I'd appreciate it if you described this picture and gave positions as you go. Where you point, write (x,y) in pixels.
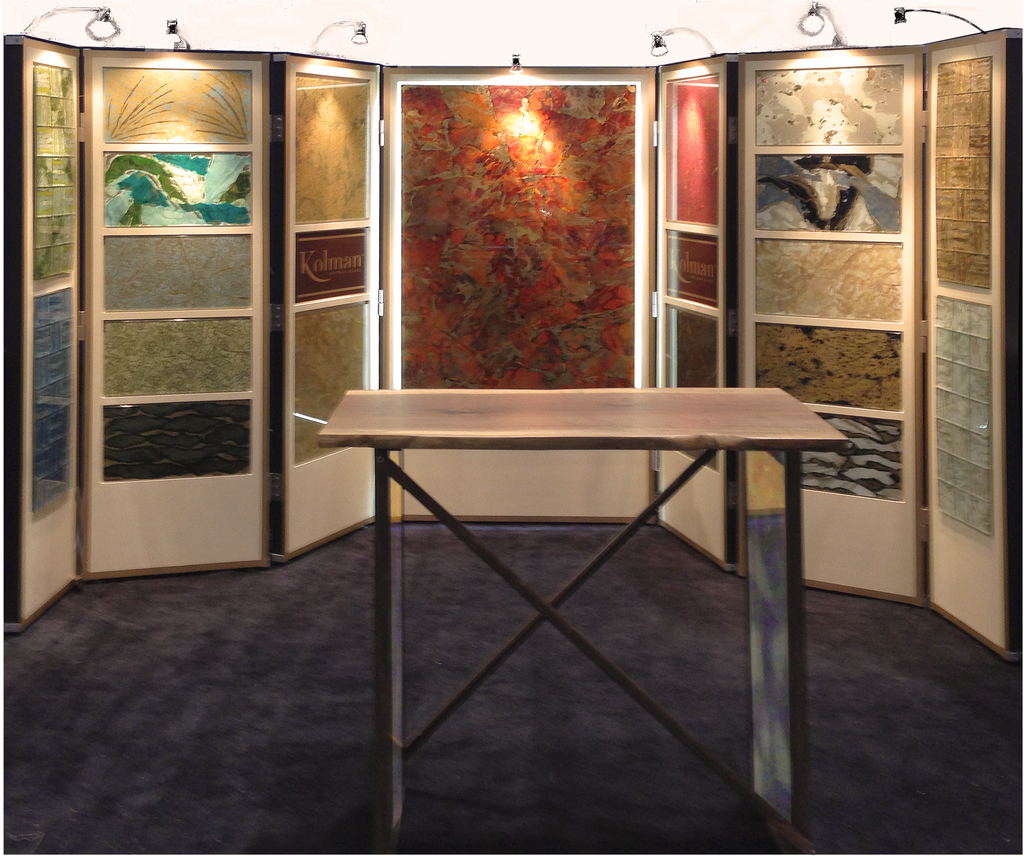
In this image in the middle (548,409) there is a table (632,430). In the background (499,379) there are many paintings (427,281) on the wall (97,134). On the top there are lights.
